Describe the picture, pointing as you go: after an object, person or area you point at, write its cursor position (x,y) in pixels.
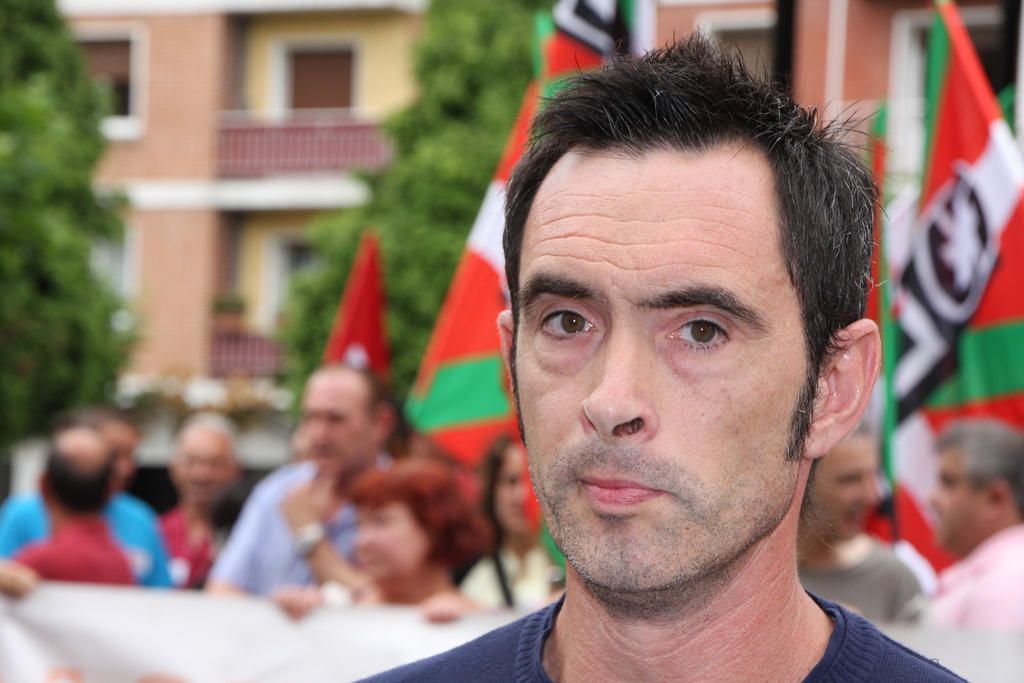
In the middle of the image (556,315) a man (727,338) is standing and watching. Behind him few people (1001,447) are standing and holding some flags (961,106). Behind them there are some trees (419,197) and buildings (251,32).
